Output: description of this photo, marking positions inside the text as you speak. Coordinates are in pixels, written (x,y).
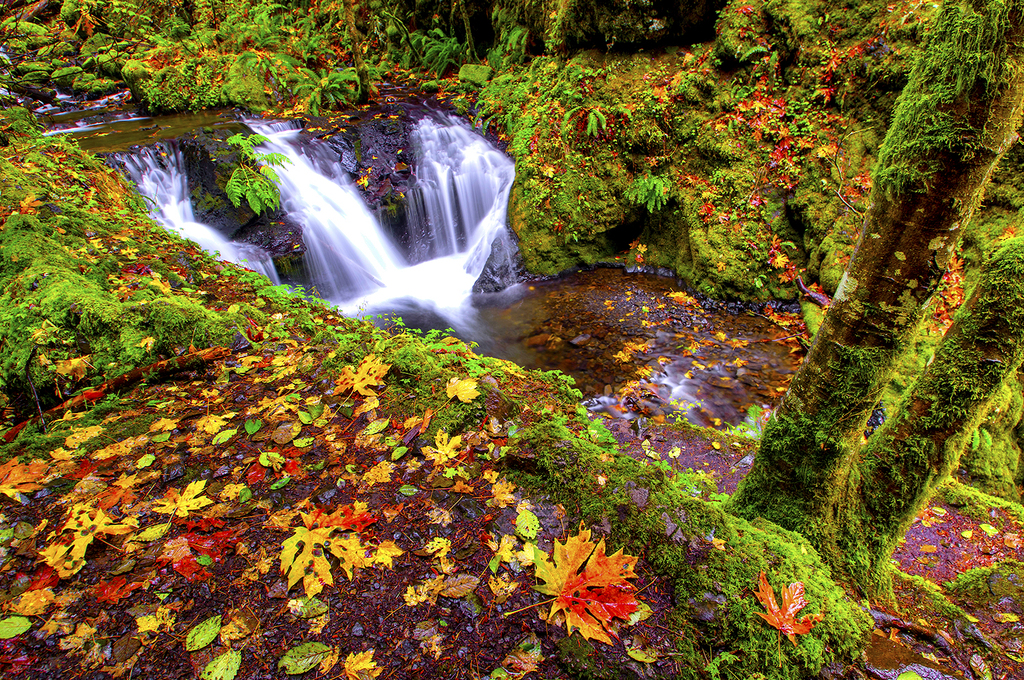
In this image we can see some plants (115,229), trees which are in different colors like yellow, red, green and in the background of the image (231,204) we can see waterfalls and some stones (617,365).
